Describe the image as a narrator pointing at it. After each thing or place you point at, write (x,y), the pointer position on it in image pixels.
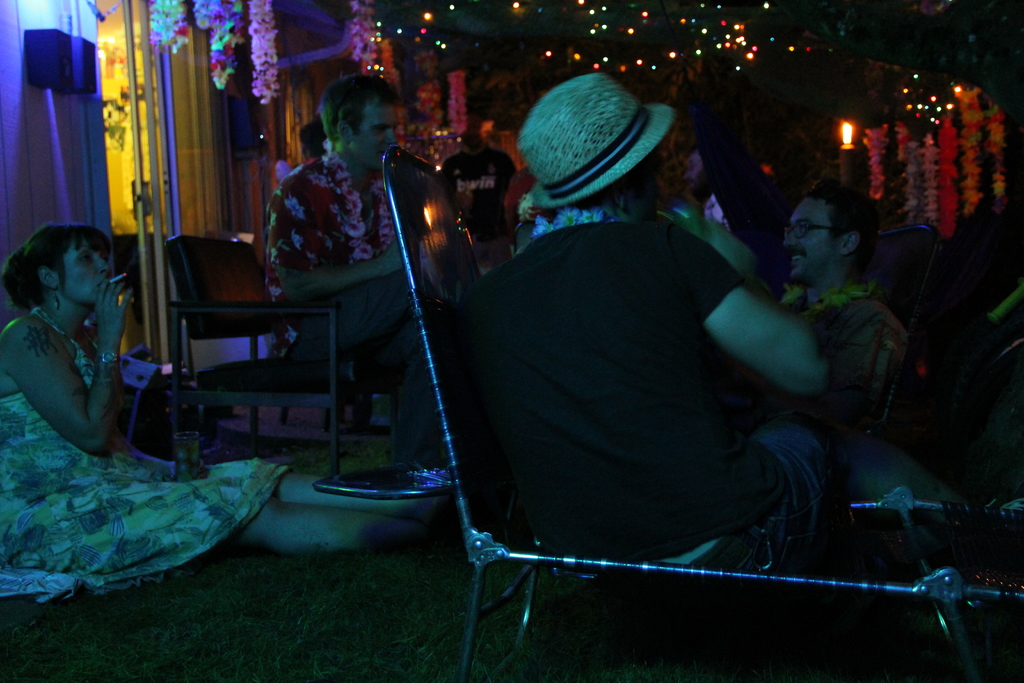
This image is clicked outside. There are people (595,538) sitting outside. Woman (204,463) is sitting on the left side (59,294) and she is using cigar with her hands (116,328). There is a person (760,483) in the middle (569,443) who is sitting on a chair (483,432) and there is also another person (372,150) who is sitting on the chair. There are lights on the top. There are flowers (883,178) on the top (416,104).
